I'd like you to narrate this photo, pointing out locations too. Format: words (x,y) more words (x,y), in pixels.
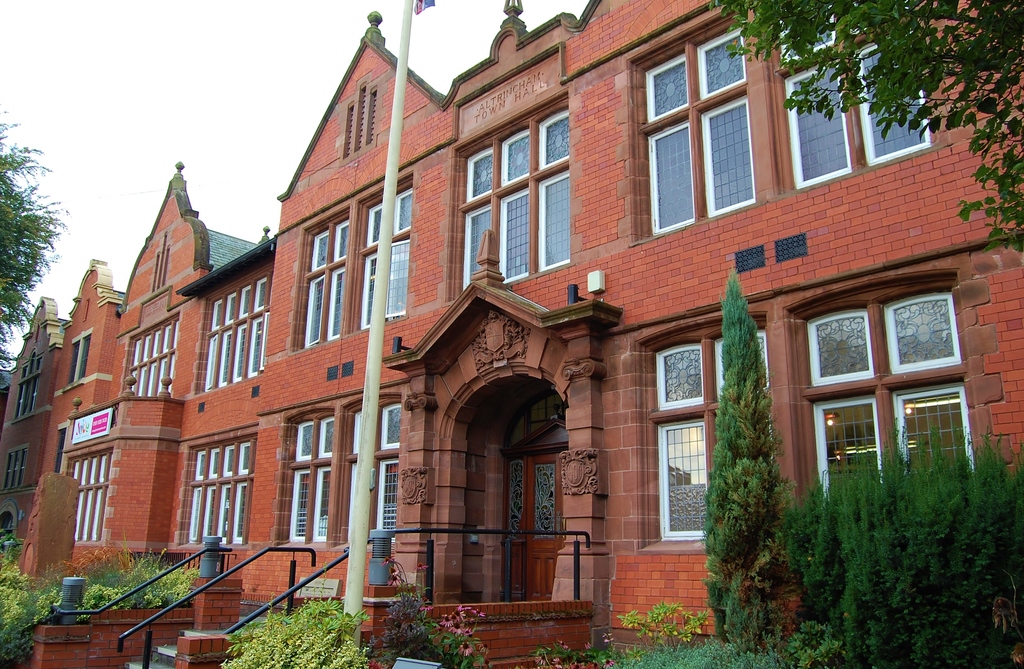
This image consists of the building (481,248). It has doors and windows (407,209). There is a pole (389,210) in the middle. There are stairs (130,663) at the bottom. There are bushes (688,622) at the bottom (872,605). There are trees (17,233) on the left side (5,211) and right side (769,508). There is sky (248,95) at the top (153,80).
